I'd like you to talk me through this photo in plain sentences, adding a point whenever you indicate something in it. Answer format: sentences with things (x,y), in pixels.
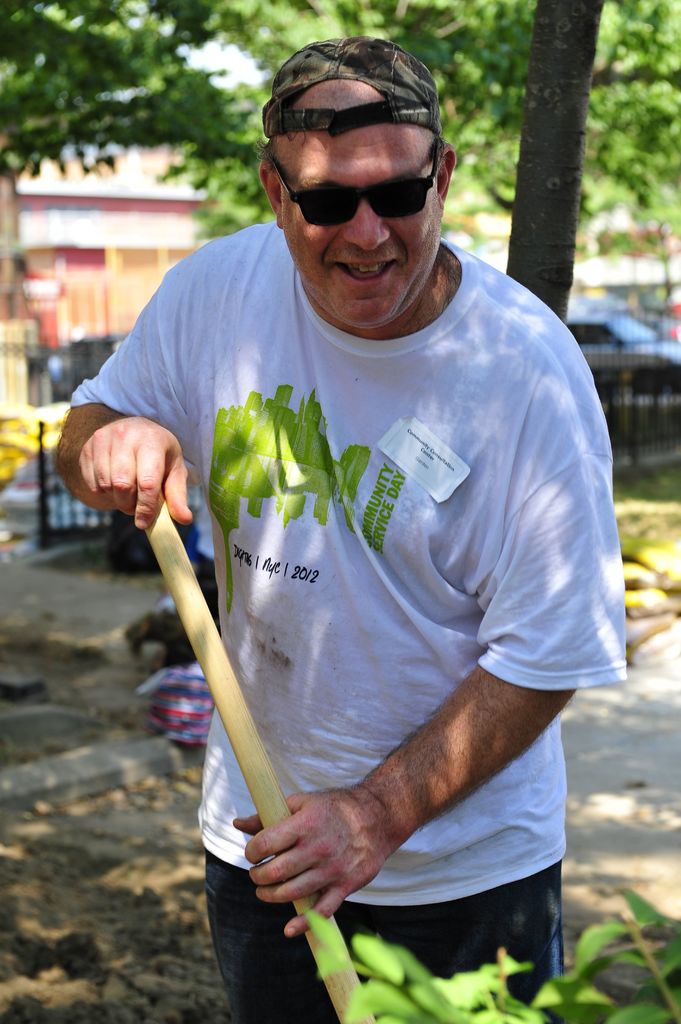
In this image I can see a person (364,624) holding a stick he is wearing spectacles (399,209), backside of persons (427,103) there are buildings (110,272), trees (97,122), vehicles (619,298), in the bottom right (612,961) I can see leaves (451,1003).
